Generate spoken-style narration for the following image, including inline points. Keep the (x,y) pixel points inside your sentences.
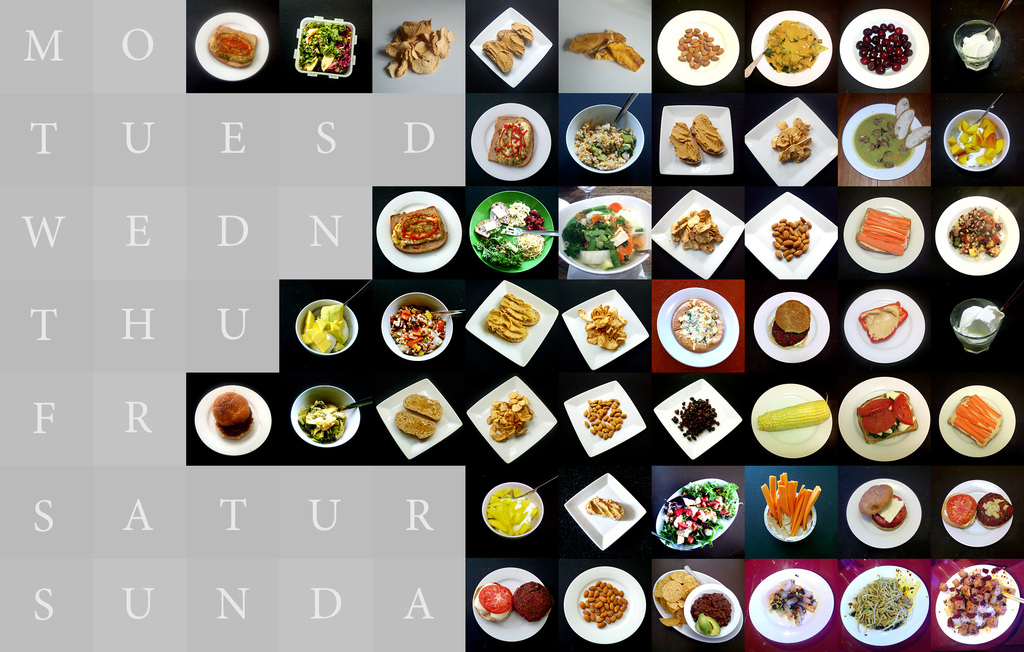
In the image we can see a poster (91,328). In the poster (293,531) we can see some plates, bowls (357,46), food (333,54) and alphabets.
